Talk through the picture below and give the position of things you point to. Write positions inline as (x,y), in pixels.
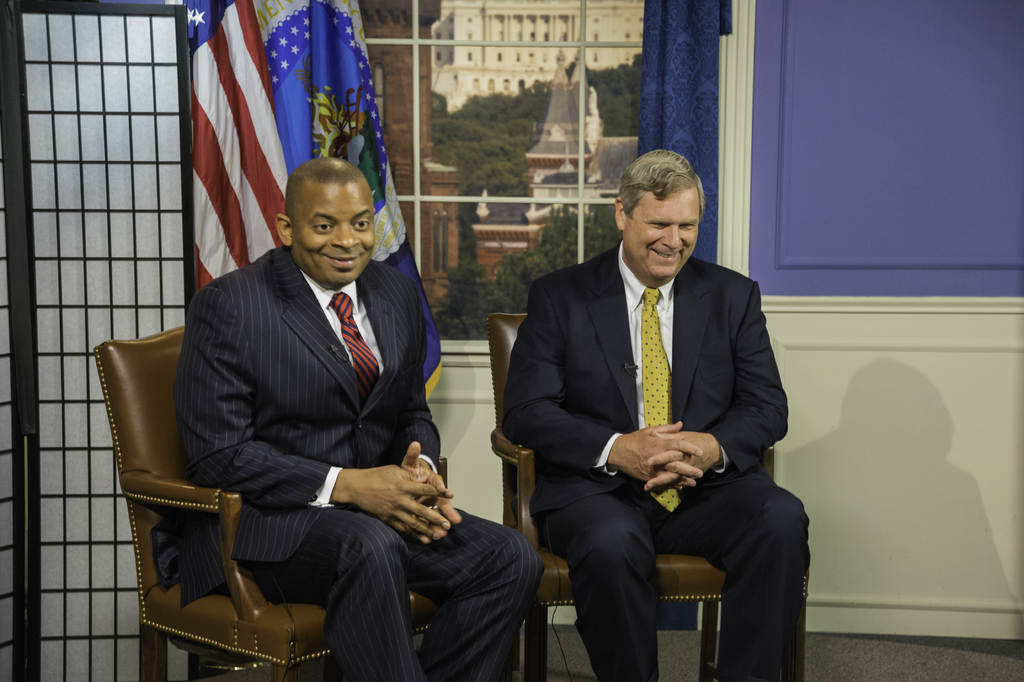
There are two people (377,396) sitting on the chairs (154,387) and smiling. These are the two flags (256,87) hanging. This is the window (458,271). I think this is the curtain (701,158) hanging. At background (634,136) I can see building (558,187) and trees (508,168) through the window (474,138). This looks like a door (86,355).
